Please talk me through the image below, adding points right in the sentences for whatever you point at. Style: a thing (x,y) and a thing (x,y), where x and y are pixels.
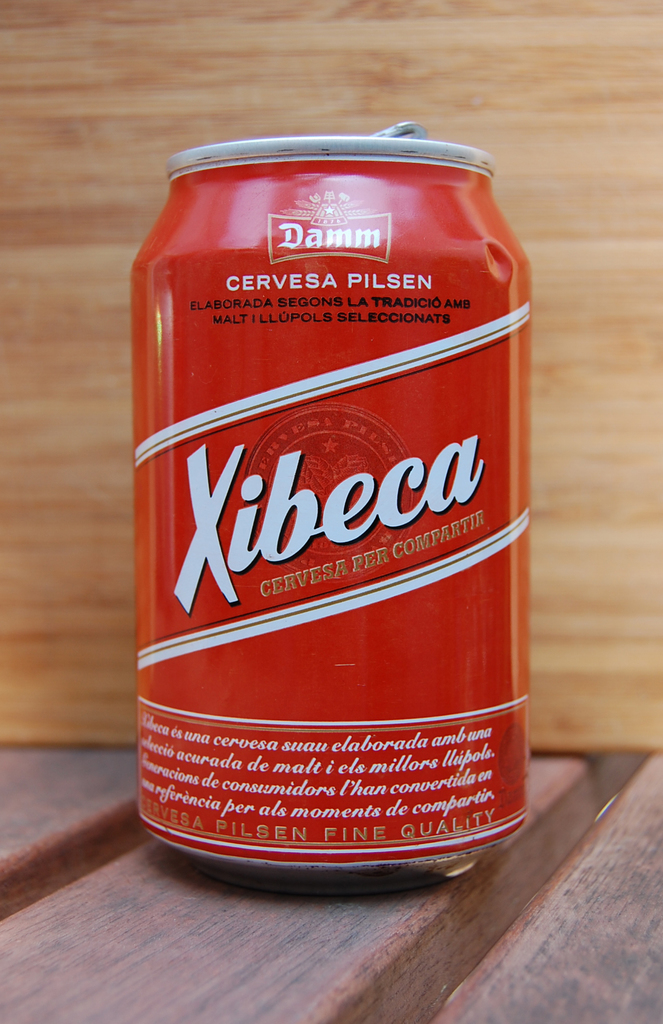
This image consists of a tin (430,556). It is in red color. On that there is "xibeca" written.
